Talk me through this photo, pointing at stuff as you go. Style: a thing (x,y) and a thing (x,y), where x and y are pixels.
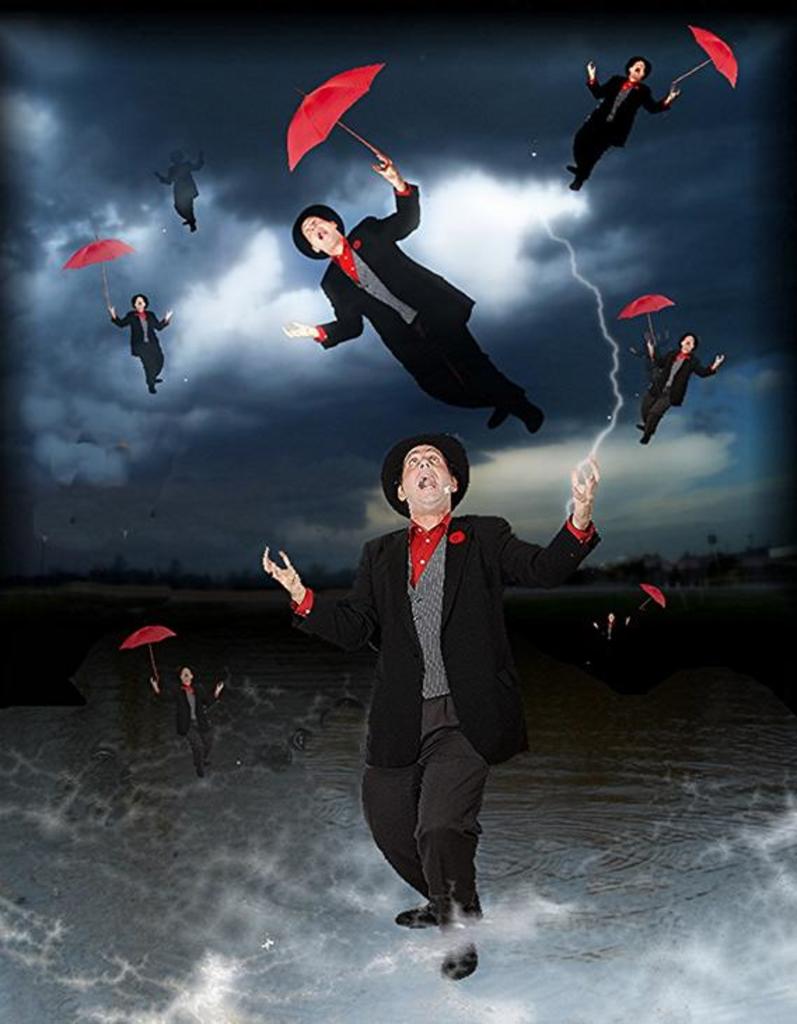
This an edited image in which there are images of a person (403,303) holding a umbrella (372,152).
